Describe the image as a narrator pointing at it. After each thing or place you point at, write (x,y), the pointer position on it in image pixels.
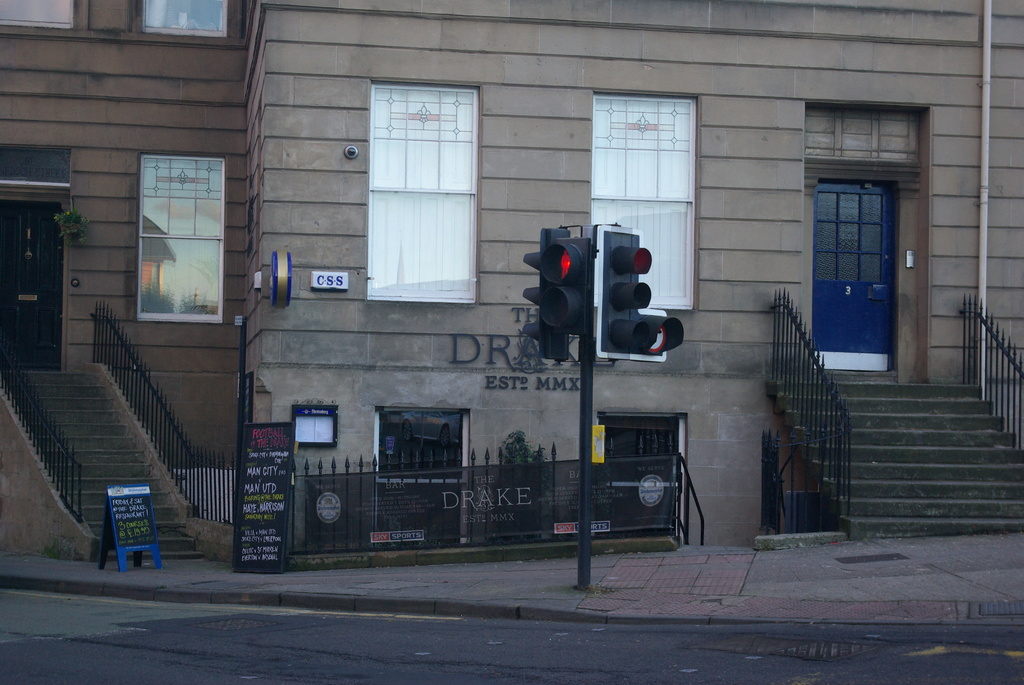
In this picture I can see there is a traffic light signal (575,307) attached to the pole (585,568) and in the backdrop (457,331) there is a building (418,292).
